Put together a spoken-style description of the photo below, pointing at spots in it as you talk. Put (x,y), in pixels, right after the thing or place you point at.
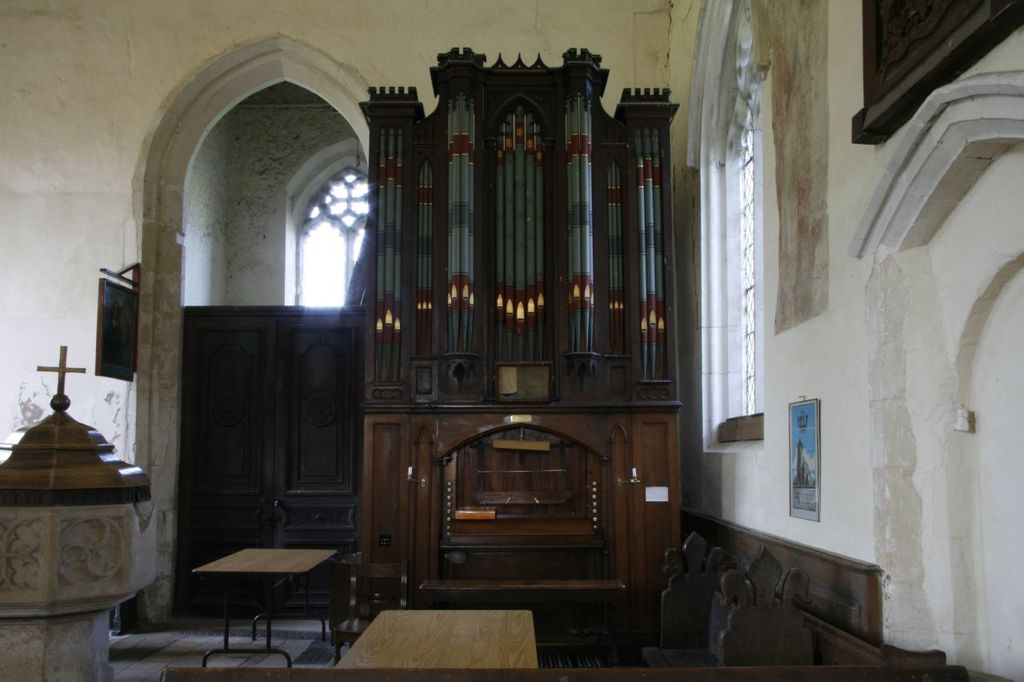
In this picture we can see two tables (270,562) where, there is a Christianity symbol (61,371) here, on the right side (854,419) there is a wall (857,341), we can see a photo frame (812,470) on the wall (787,435).
